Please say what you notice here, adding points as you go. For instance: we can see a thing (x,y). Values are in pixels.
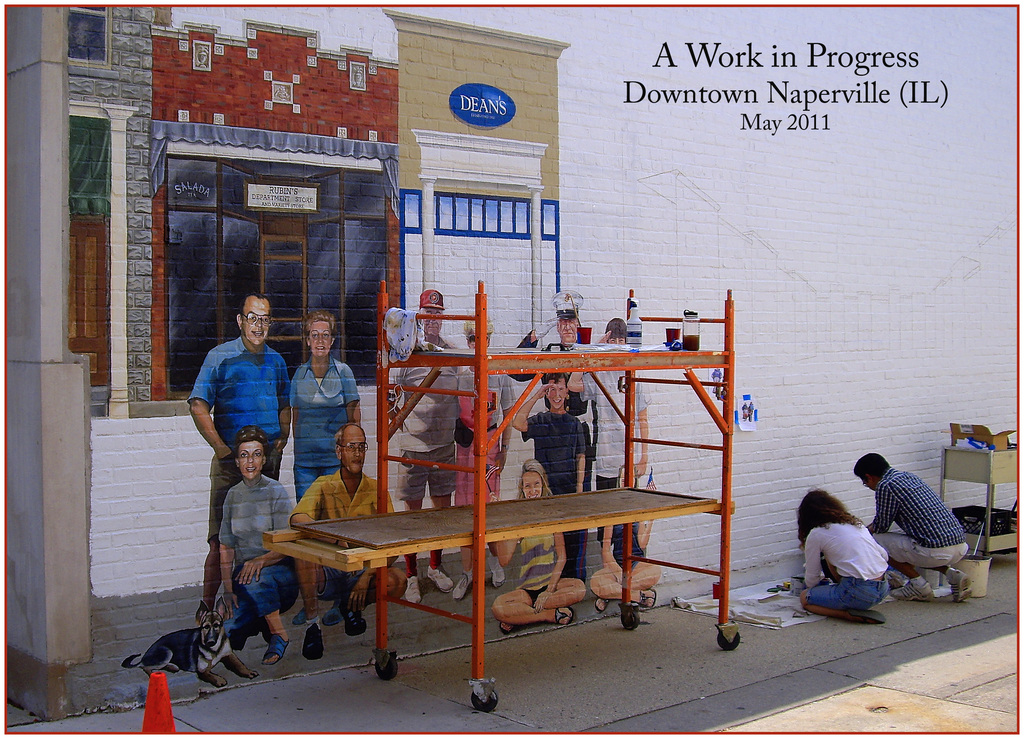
In this picture we can see a painting (418,74) on the wall (467,261). In this painting (291,369) a few people (301,616), dog (207,622) and buildings (285,315). There is a text (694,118) on the wall (746,349). A red object (152,688) is visible on the left side (159,688). We can see a wooden object (476,672) on the path (552,658). There is a man (882,531) and a woman (816,592). We can see a few objects (763,600) on a white cloth (779,618). There is a box (998,443), blue and a black object (1007,527) on the stand (987,547).
